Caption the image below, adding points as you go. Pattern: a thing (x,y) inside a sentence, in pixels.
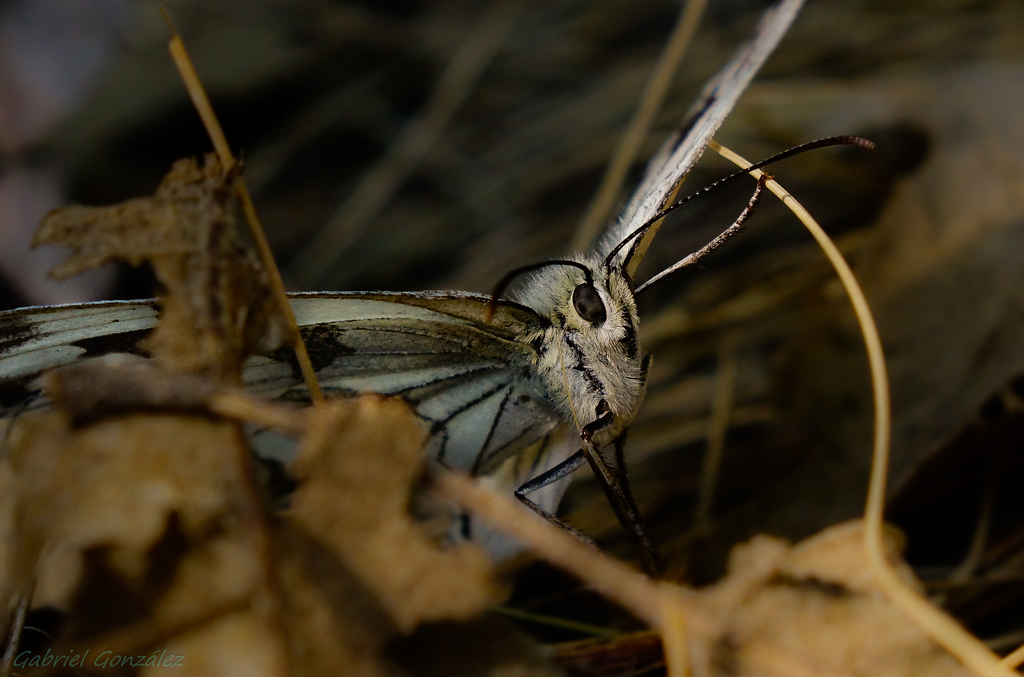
There is a butterfly (647,199) in white and black color combination standing on a branch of a tree (885,653) which is having dry leaves (310,583). And the background (867,179) is blurred.
